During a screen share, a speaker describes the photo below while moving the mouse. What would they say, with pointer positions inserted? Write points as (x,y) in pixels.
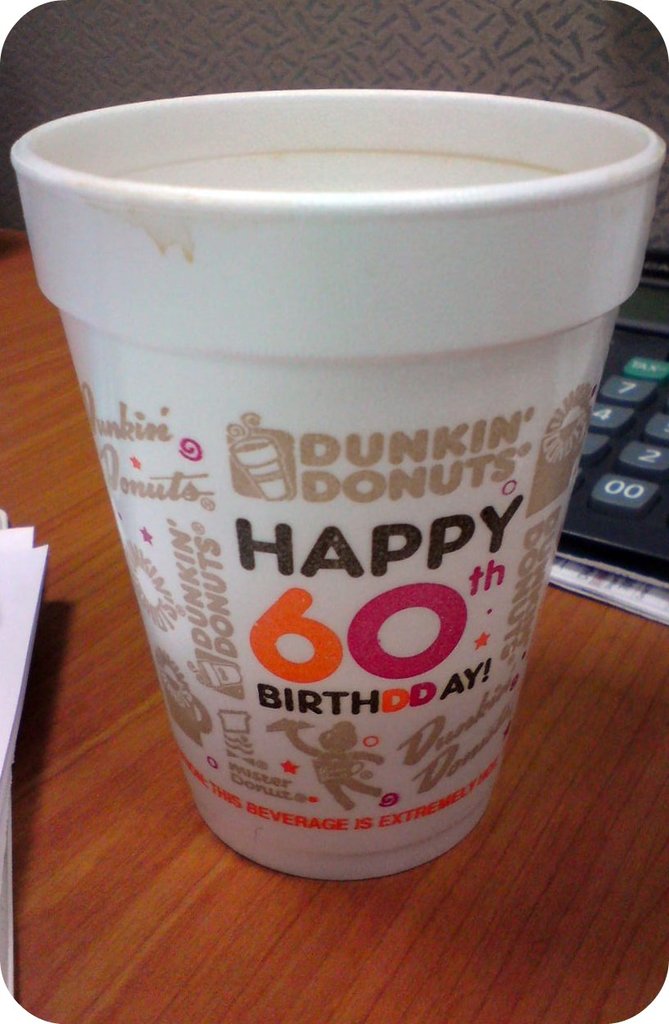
In this image, I can see a cup (501,460), calculator (628,435) and papers (621,599) on a wooden board (138,671). In the background (130,42), It looks like a wall (330,40).
